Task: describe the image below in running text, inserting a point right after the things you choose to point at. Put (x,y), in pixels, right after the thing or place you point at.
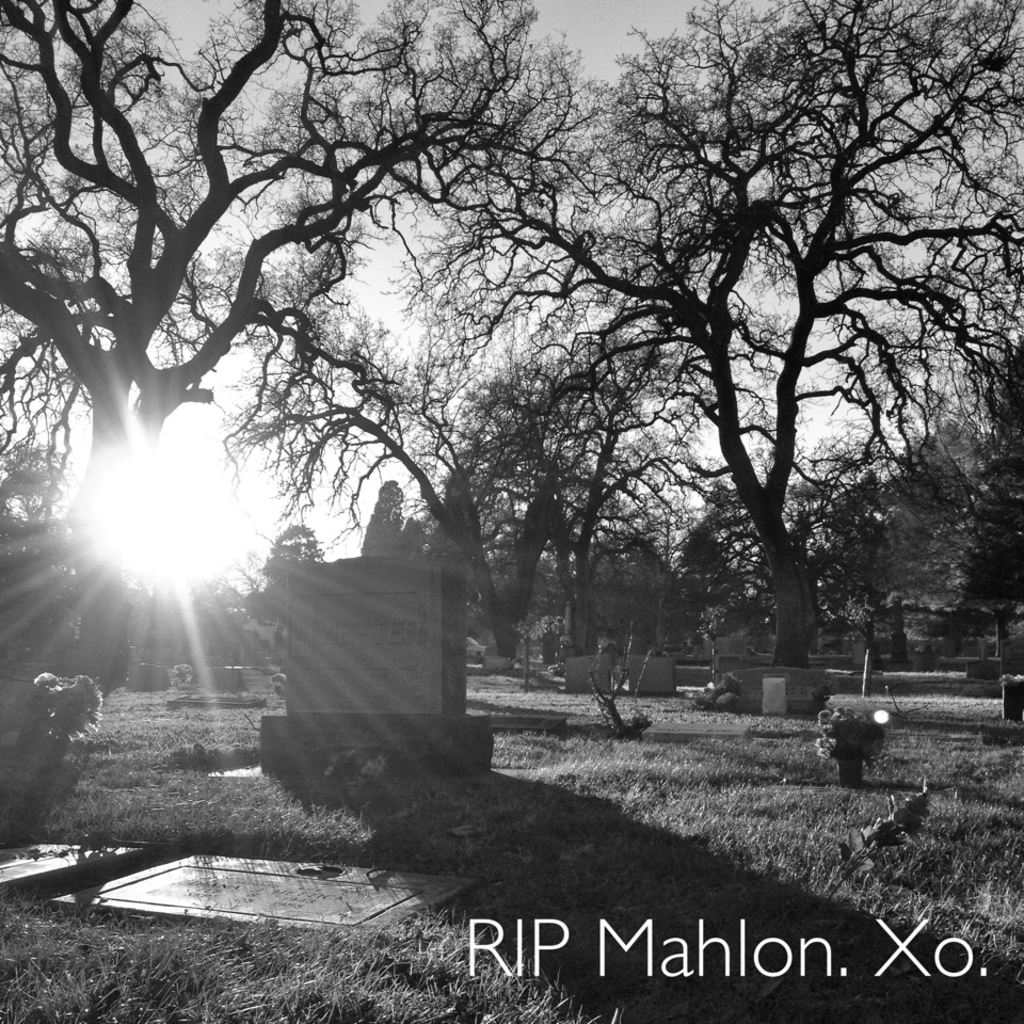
This is black and white picture of a graveyard (688,782) where we can see trees (516,517), grassy land (502,854) and sun (182,530).
